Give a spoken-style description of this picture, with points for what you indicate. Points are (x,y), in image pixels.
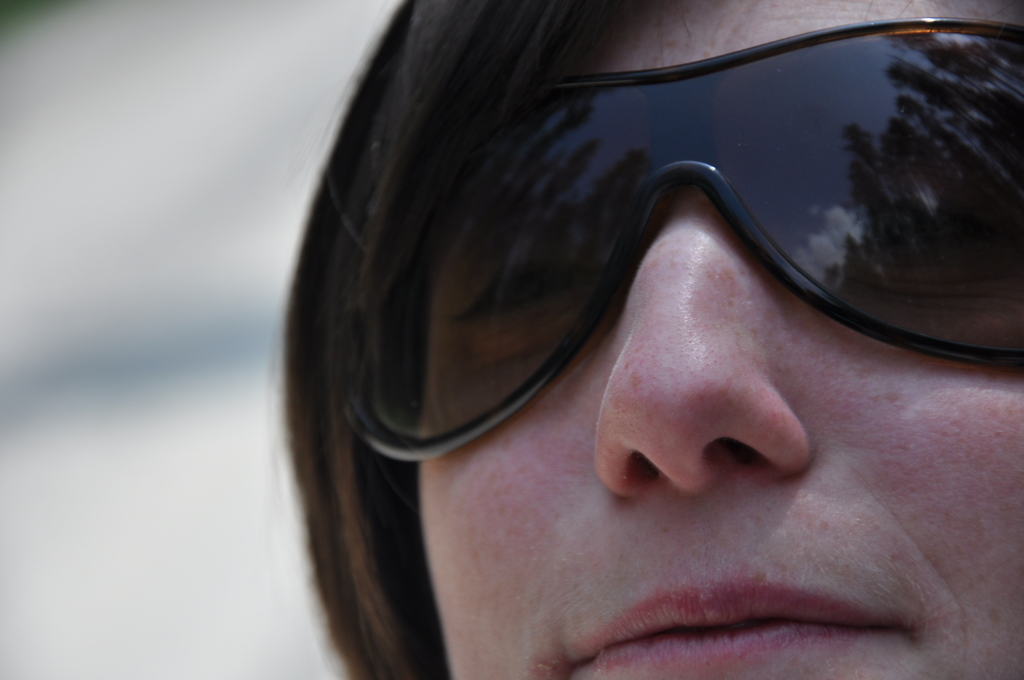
In this image there is a lady (670,437) wearing goggles (447,425).
